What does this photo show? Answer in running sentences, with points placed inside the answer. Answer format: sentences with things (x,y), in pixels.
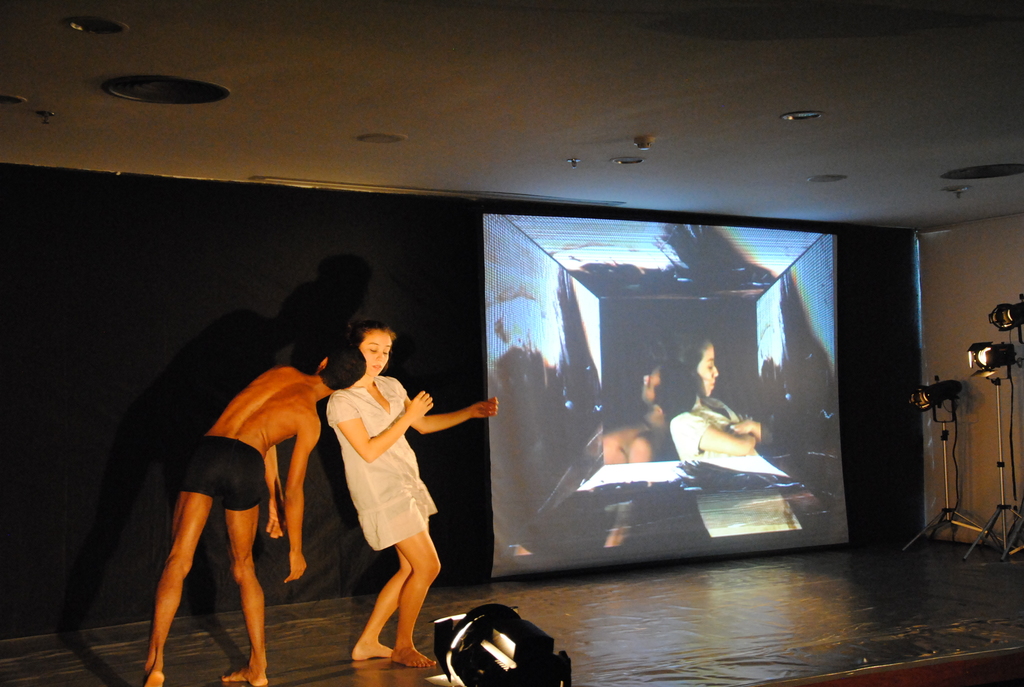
On the left side of the image (231,485) we can see two people (178,532) are dancing. In the background of the image (157,527) we can see the wall (941,256), screen (812,492), lights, stands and stage (901,592). At the top of the image (653,73) we can see the roof (478,142).
